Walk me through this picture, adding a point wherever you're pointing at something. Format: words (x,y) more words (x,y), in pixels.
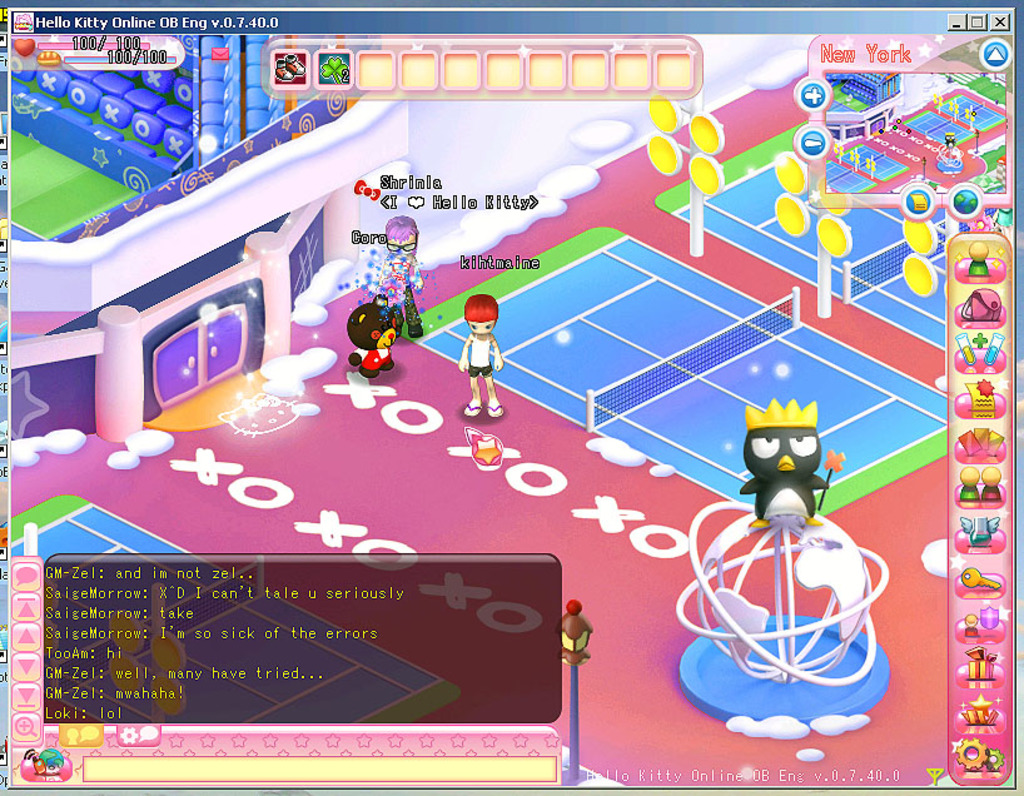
This picture shows a game (856,191) and we see cartoons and text (373,588) on it.
